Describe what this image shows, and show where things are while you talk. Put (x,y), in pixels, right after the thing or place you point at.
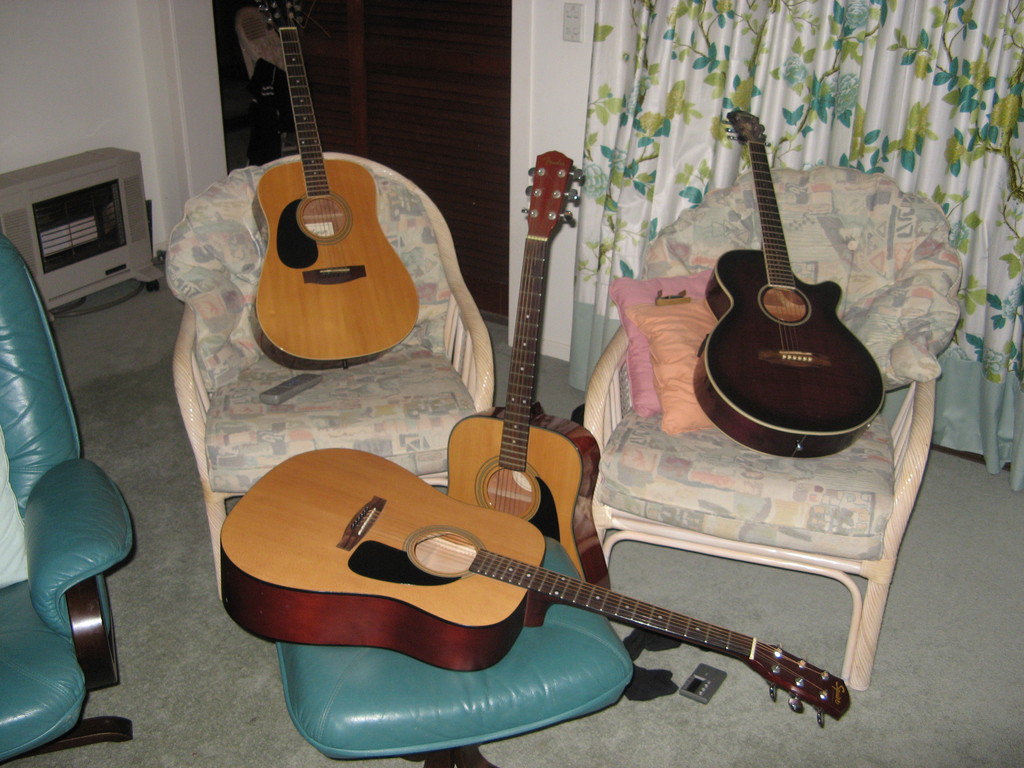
This image consists of chairs (203,461), curtain (779,128) in the back side (782,128) and on chairs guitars (468,522) are placed. All of them are in brown color.
